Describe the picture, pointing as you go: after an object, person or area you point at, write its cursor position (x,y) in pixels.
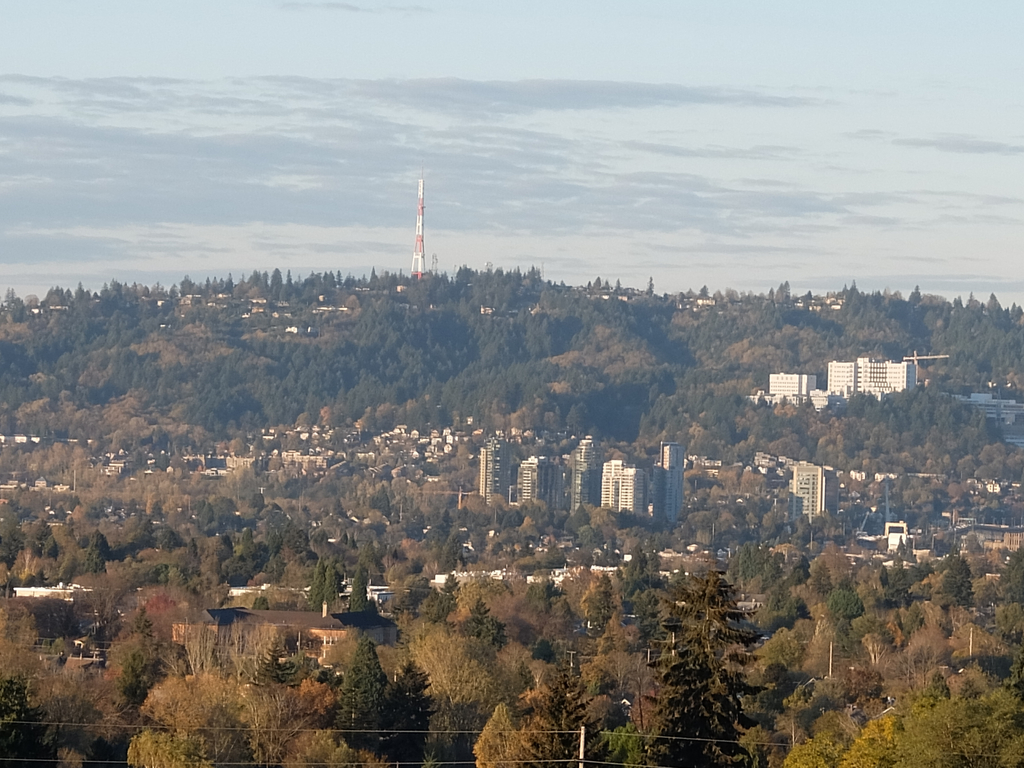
This picture is taken from outside of the city (344,625). In this image, we can see some trees (695,586), buildings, houses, plants (421,375), pole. At the top (451,130), we can see a sky (469,127) which is a bit cloudy, at the bottom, we can see some wires (654,738) and a pole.
